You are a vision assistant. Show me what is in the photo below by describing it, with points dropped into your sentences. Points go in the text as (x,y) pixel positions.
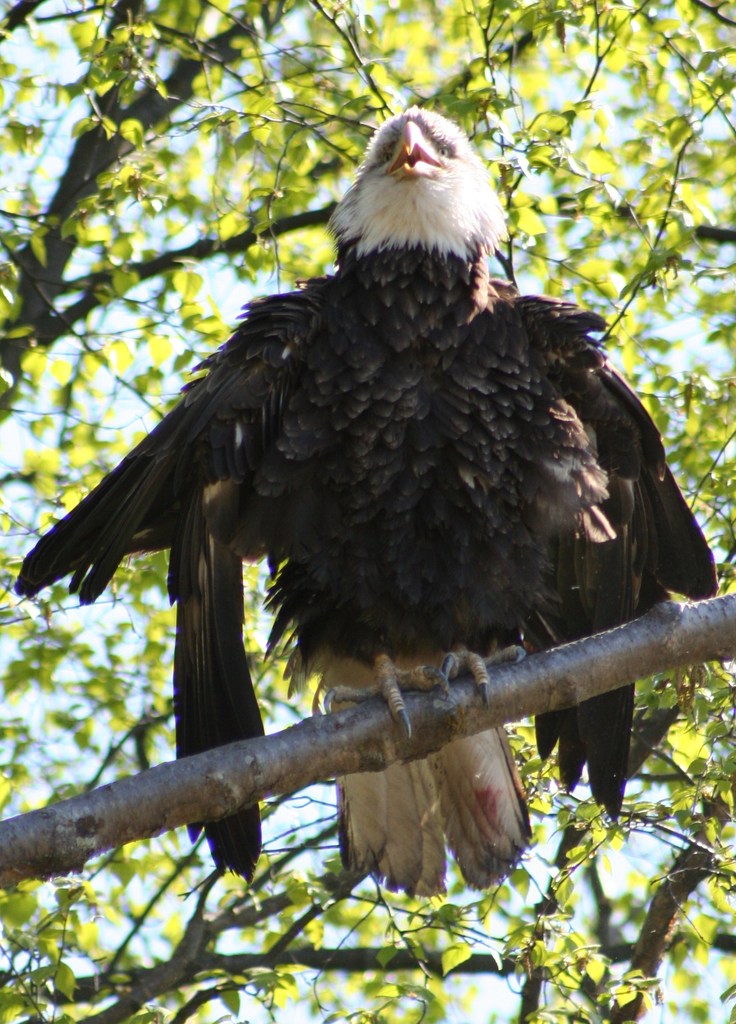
In this image we can see a bird (362,569) on the branch (465,696) of a tree (99,814). There is a tree (165,184) and the sky (305,999) in the background (98,310).
